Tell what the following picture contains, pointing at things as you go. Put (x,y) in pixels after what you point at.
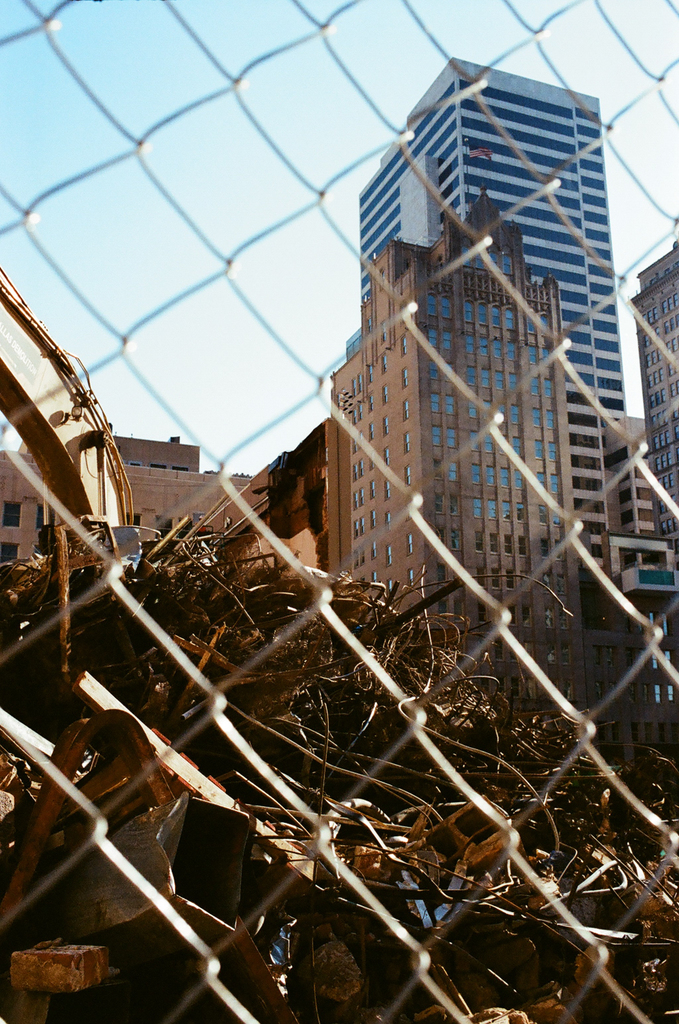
In this image we can see a pile of scrap (241,712) on the ground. In the foreground of the image (256,300) there is a net (65,62). In the background of the image (310,497) there are buildings (482,306) and sky (129,188).
